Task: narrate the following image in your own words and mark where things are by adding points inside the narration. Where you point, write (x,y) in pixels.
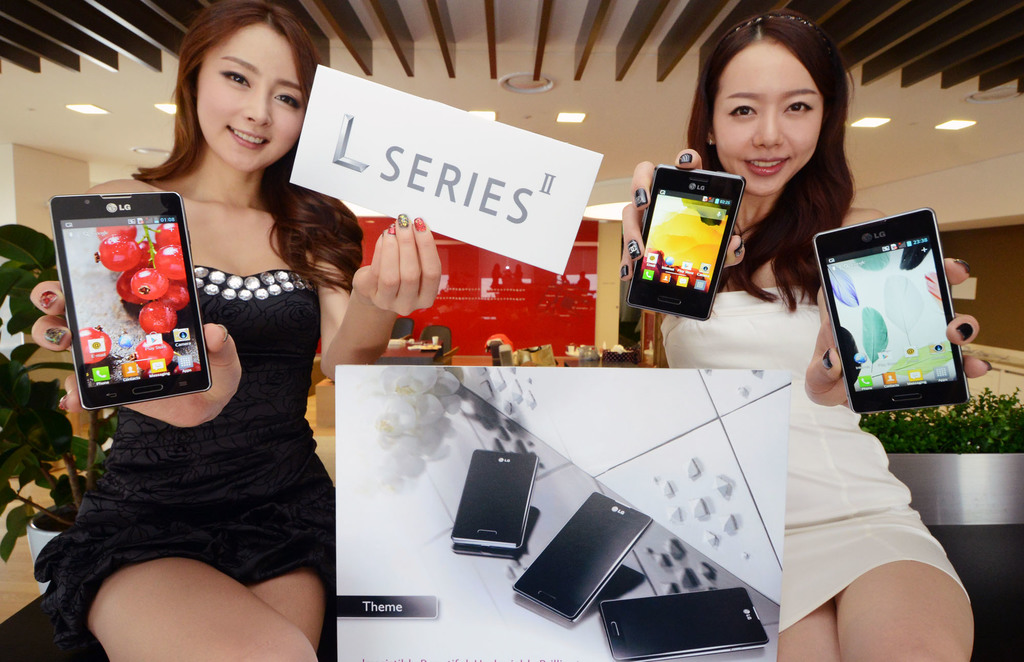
In this image i can see 2 women (188,417) sitting, The woman (163,453) on the left side (216,406) is wearing a black dress (235,465) and the woman (791,295) on the right side (744,324) is wearing a white dress (815,501). Both of them are holding cell phones (165,282) in their hands (824,314). In the background (994,426) i can see few plants (877,416), the ceiling (555,100) and few lights (570,122) to the ceiling (587,121).
